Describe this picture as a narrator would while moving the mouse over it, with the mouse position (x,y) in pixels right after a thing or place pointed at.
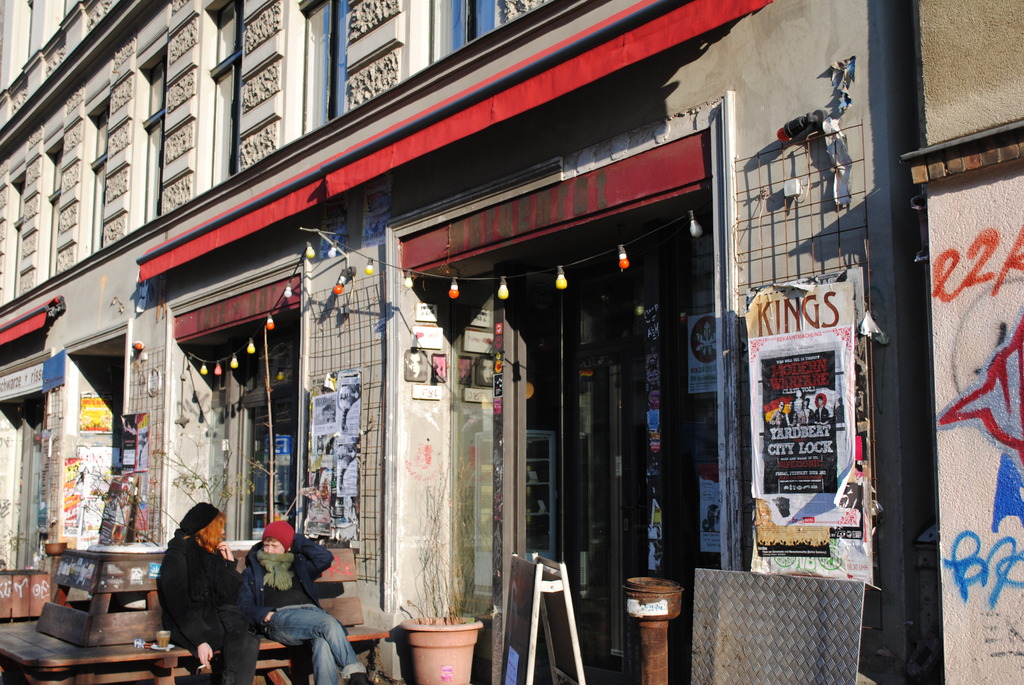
In this image we can see two people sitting on a bench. We can also see some plants (227,471) in the pots (437,622), some papers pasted on a wall (417,594), some bulbs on a rope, some boards (544,602) and a building (382,388).
